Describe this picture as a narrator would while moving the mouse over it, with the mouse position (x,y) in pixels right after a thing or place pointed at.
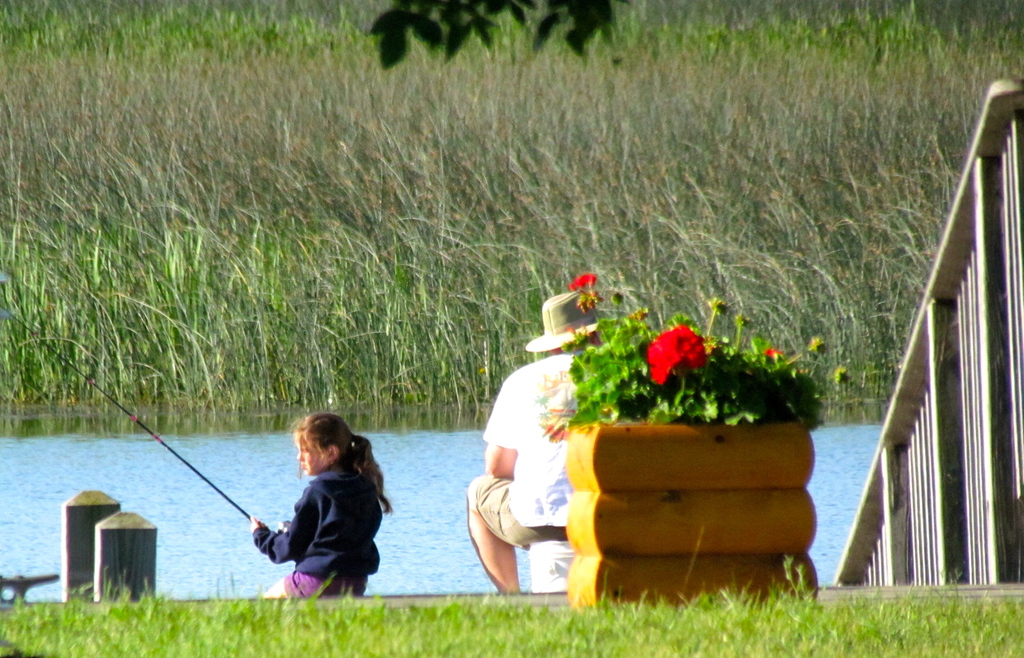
In this image, we can see a girl (316,567) sitting and she is holding a fishing stick (44,341), there is a man (565,489) sitting and he is wearing a hat (580,309), on the right side (982,332), we can see the railing (970,408), we can see water (16,452) and there is grass (266,603) on the ground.
